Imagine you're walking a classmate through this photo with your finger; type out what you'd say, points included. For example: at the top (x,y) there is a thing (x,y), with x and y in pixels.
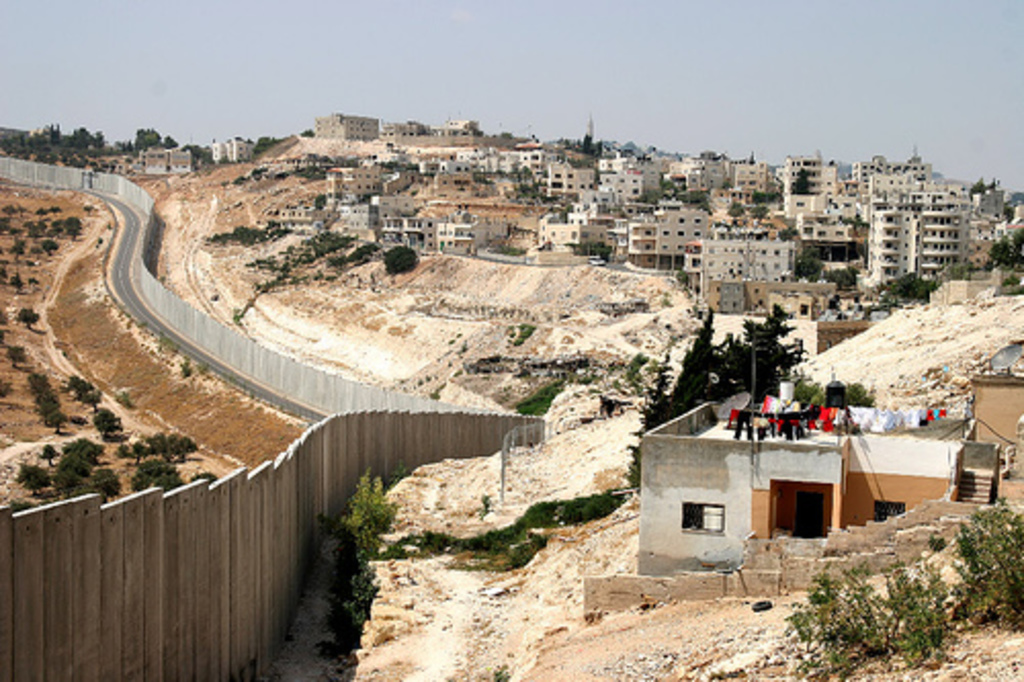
This picture might be taken from outside of the building (714,482). In this image, on the right side (725,490), we can see a house (864,500), windows (711,521) and some clothes (771,399), we can also see a staircase (969,473) on the house (980,494). On the right side (806,271), we can also see some buildings (842,248), windows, trees (812,273). On the left side (108,430), we can also see some trees (59,486) and a concrete wall (306,506). In the background (40,149), we can see some trees (21,142). On the top (845,68), we can see a sky (834,76), at the bottom (431,483) there is a land (503,326) with some stones (710,668).
